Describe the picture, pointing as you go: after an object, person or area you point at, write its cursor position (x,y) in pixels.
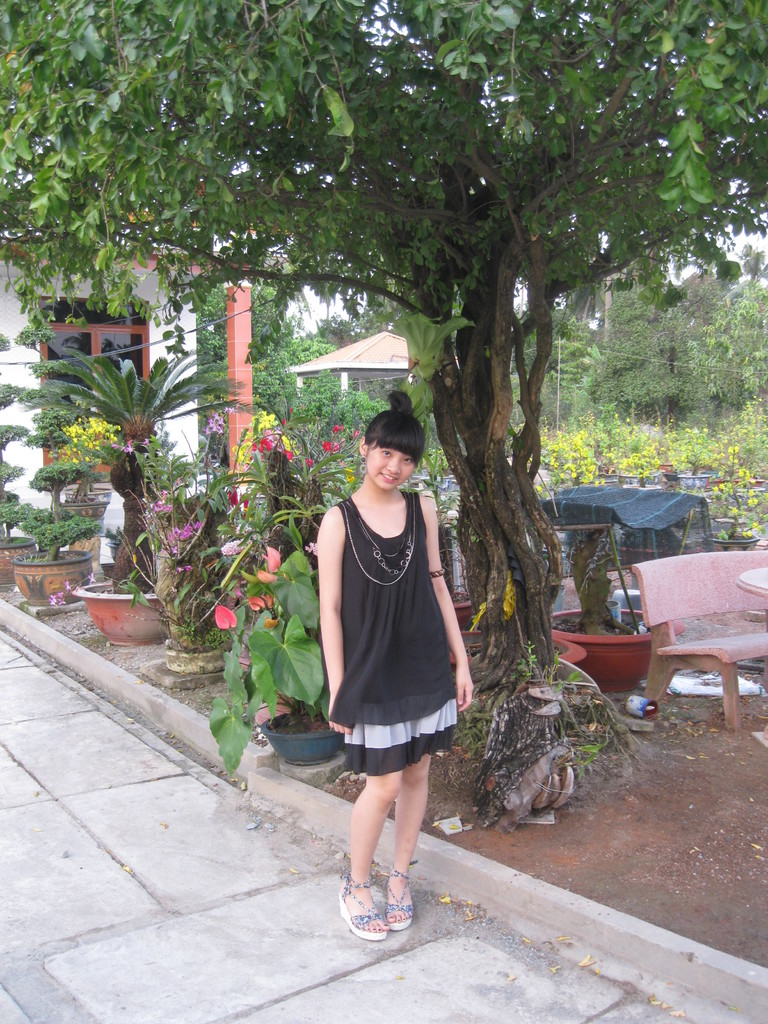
In this picture we can see a girl (394,504) standing on the ground (131,962) and smiling. In the background (560,659) we can see a bench (683,614), pots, cloth (637,510), plants (156,522) with flowers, window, pillar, wall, shed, some objects (562,540), trees (256,389) and the sky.
